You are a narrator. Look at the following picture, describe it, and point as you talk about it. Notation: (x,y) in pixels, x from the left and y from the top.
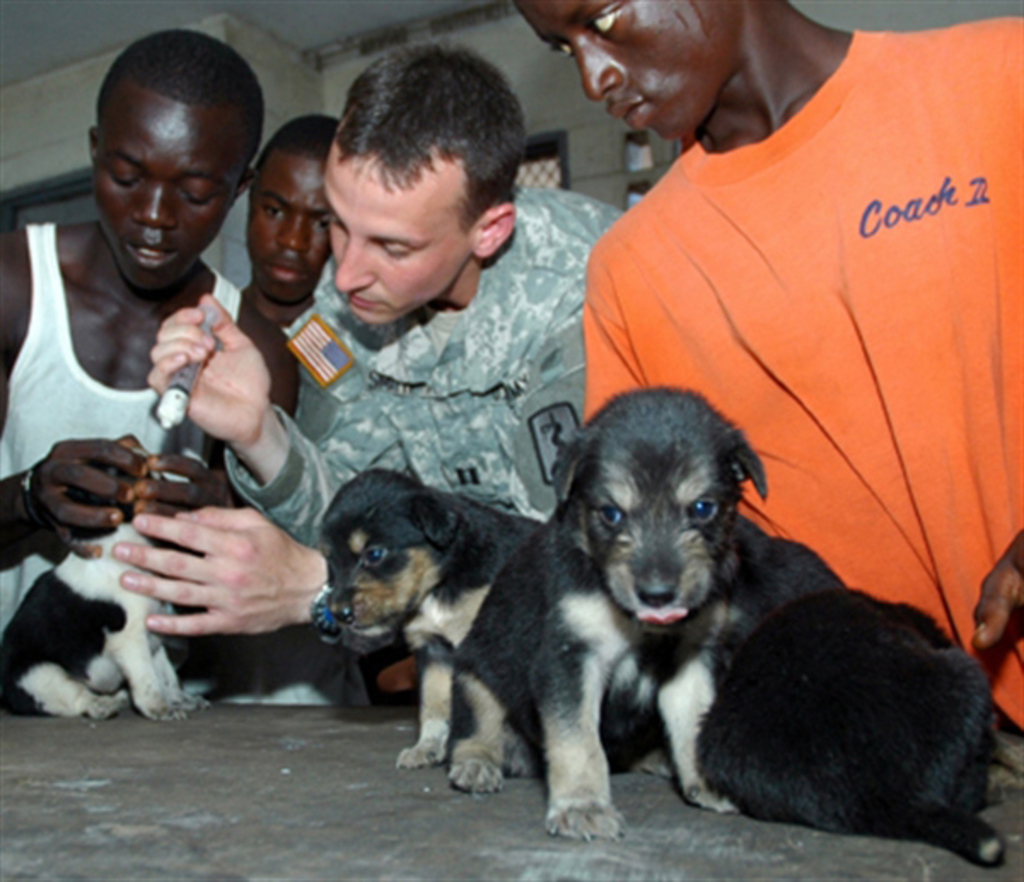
In the picture we can find some people (877,500) are standing and one man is taking a injection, those people (119,358) are near to the table (278,881), On the table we can find four puppies (665,560). In the background (323,51) we can see wall (354,58) and window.
